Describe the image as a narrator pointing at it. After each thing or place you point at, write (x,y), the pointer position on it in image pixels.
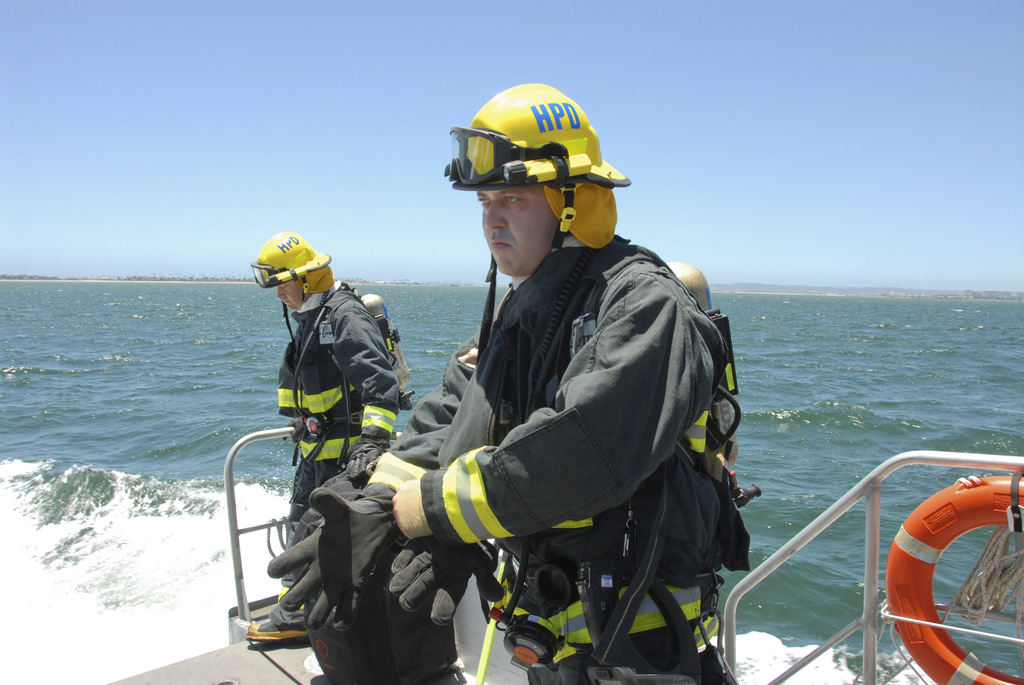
In this picture we can see two men (366,412) wore jackets (439,388), gloves (436,564), helmets (566,141) and standing on a boat (215,666), swim tube (1008,486) and this boat (477,633) is on water (416,404) and in the background (119,248) we can see the sky (488,41).
